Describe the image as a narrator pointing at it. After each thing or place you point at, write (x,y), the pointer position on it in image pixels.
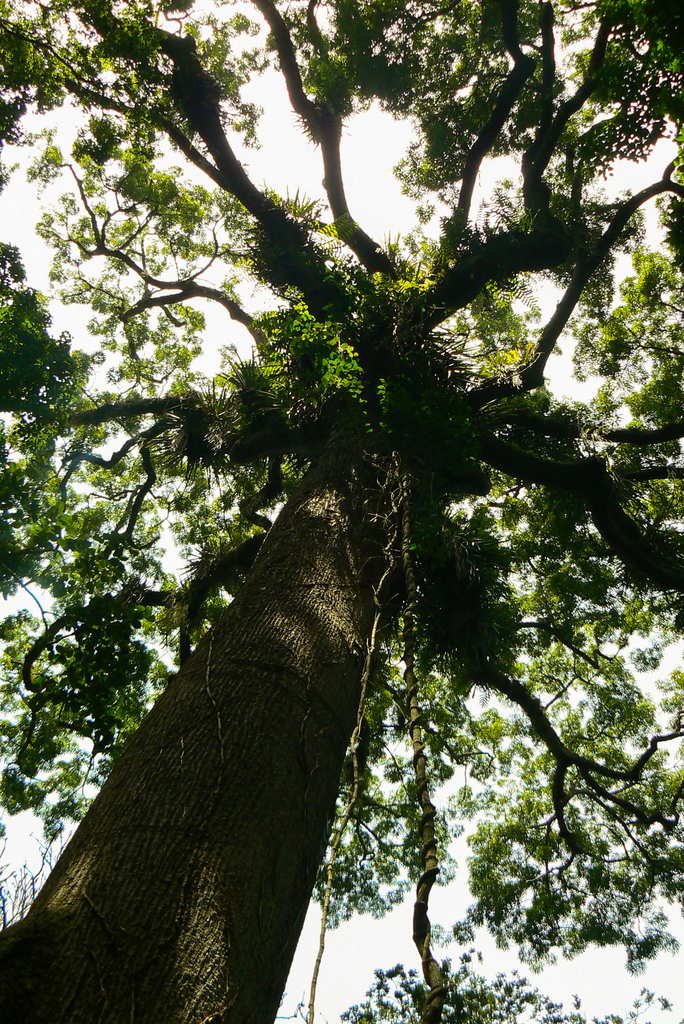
In this image we can see a tree (197,514) and in the background (383,216) we can see the sky (388,214). At the bottom (280,1006) we can see the branches (476,988) of a tree (471,1004).
